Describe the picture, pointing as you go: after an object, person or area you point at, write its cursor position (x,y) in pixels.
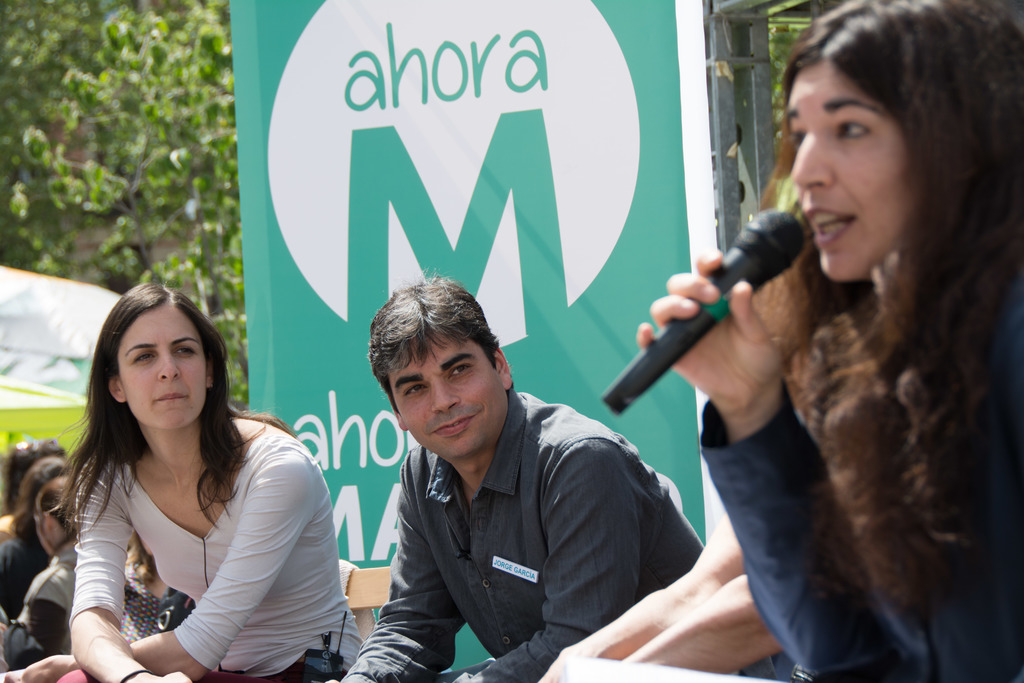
In this picture we can see there are four people (461,549) sitting and a woman (738,407) is holding a microphone (719,309) and explaining something and some people (70,549) are standing on the path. Behind the people (158,591) there is a board (438,261) and trees (181,178).
